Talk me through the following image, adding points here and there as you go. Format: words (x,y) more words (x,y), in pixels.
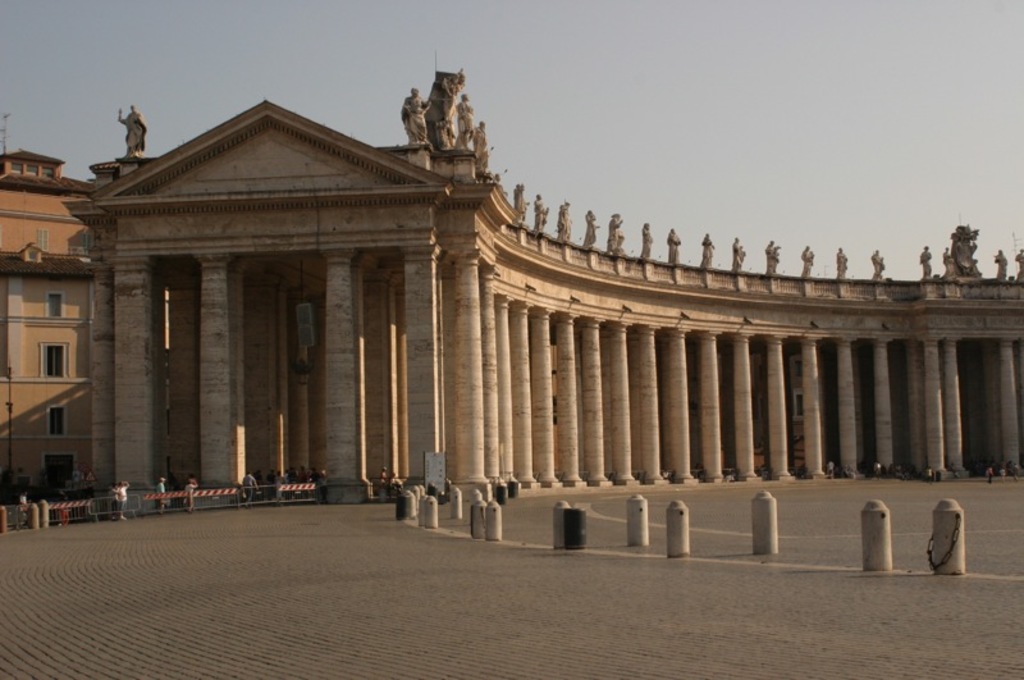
In this picture we can see a few poles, barricades (308,488), some people (186,487) and other objects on the path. We can see pillars (472,373), statues (958,244), windows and other objects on the buildings (225,257). There is the sky (640,234) visible on top (221,62).
